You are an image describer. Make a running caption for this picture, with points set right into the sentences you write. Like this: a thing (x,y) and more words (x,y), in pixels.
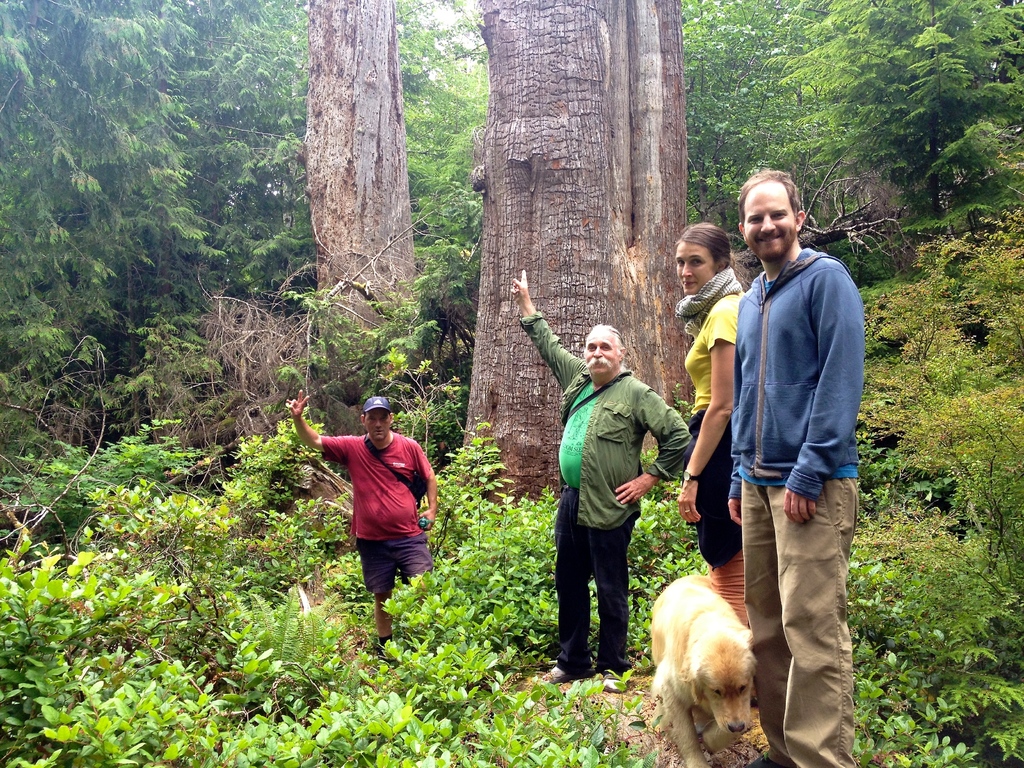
In this image we can a dog (692,677), four persons (599,483), there are plants (257,679), and trees (451,261).
